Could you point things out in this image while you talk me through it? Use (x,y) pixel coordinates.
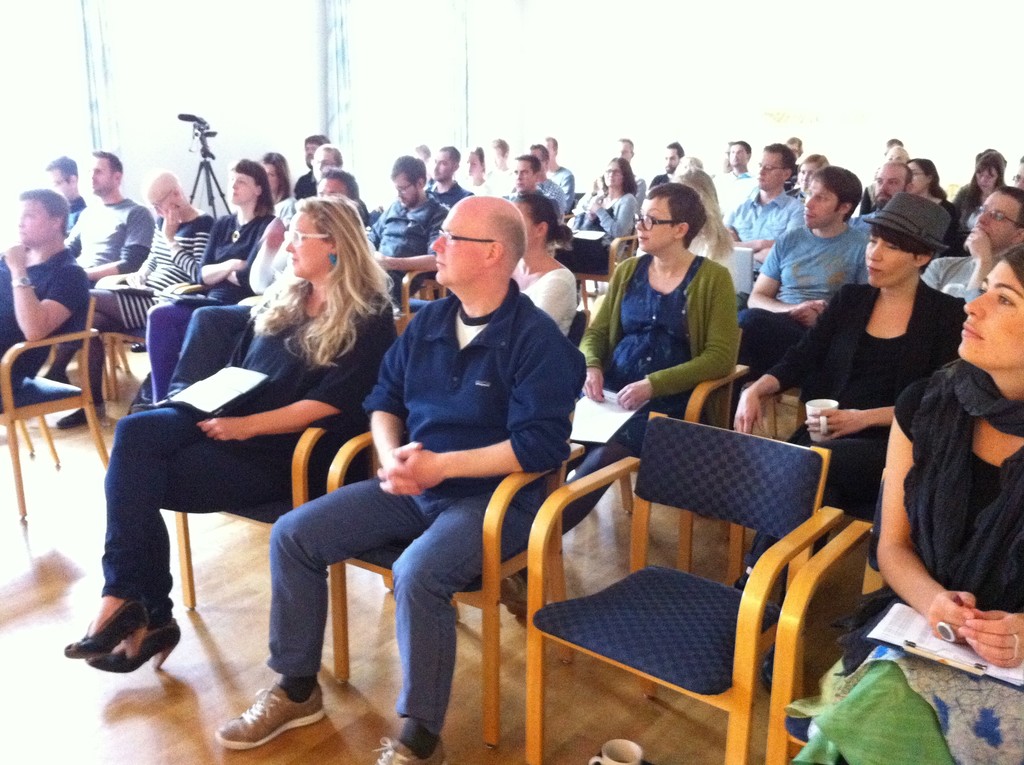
In this image, there is a floor (188,712) which is in yellow color, there are some people (957,568) sitting on the chairs (539,738) which are in yellow color.
